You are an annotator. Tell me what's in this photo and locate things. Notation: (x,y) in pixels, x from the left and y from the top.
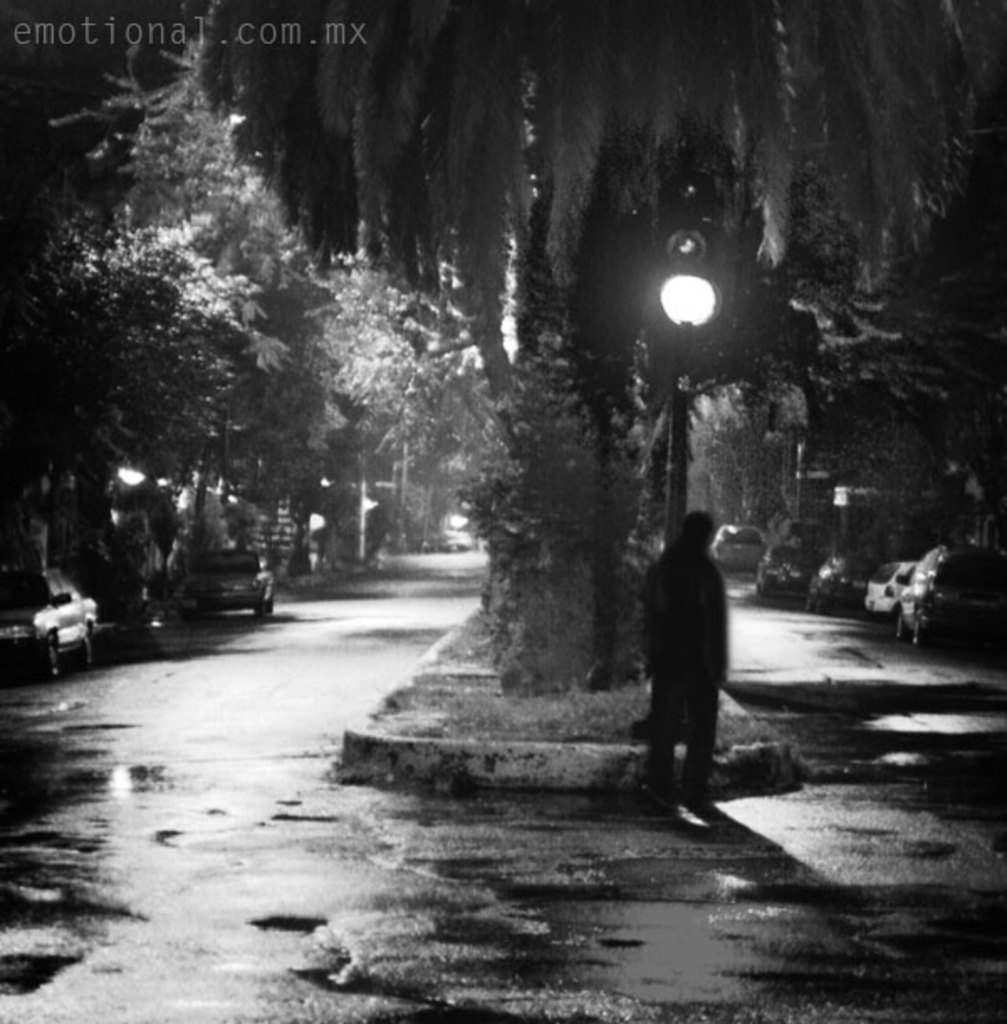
This is the picture of a place where we have some cars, trees (556,581), pole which has a light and a person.
